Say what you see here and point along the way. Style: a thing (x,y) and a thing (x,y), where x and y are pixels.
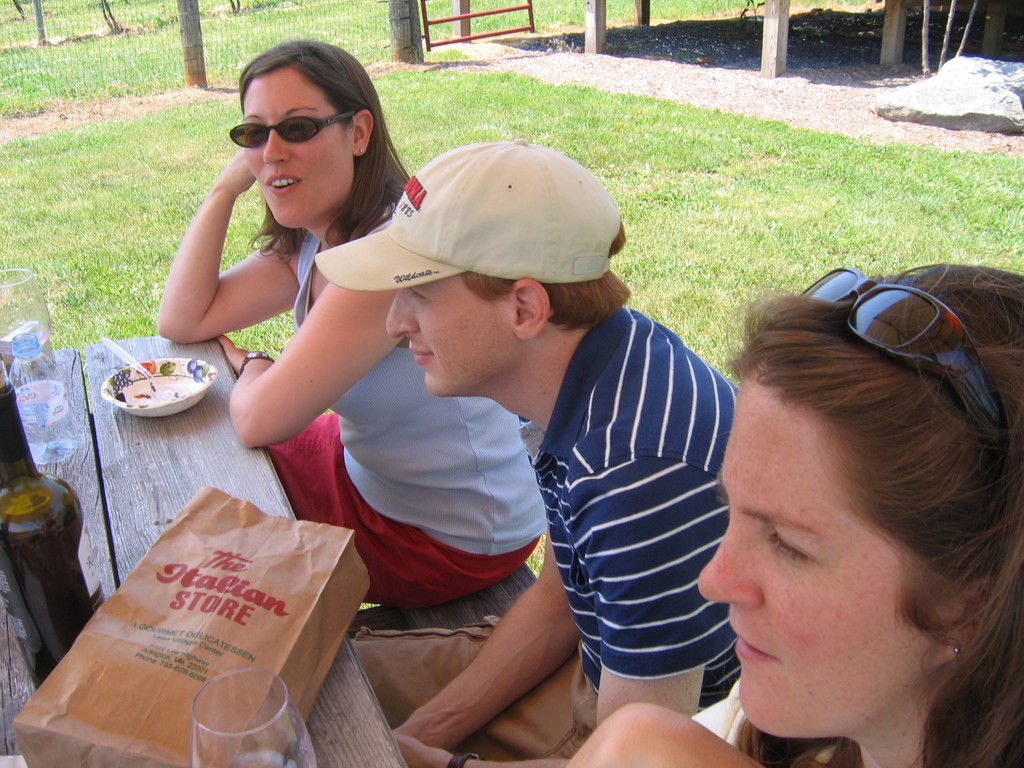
In the image we can see three persons (346,380) were sitting on the bench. In front (93,483) there is a table (262,502), on table (210,439) we can see wine bottle (56,544), water bottle (53,403), glasses (23,321), bowl (158,369), spoon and paper cover (239,612). In the background (104,39) there is a stone (921,106) and grass (372,19).
